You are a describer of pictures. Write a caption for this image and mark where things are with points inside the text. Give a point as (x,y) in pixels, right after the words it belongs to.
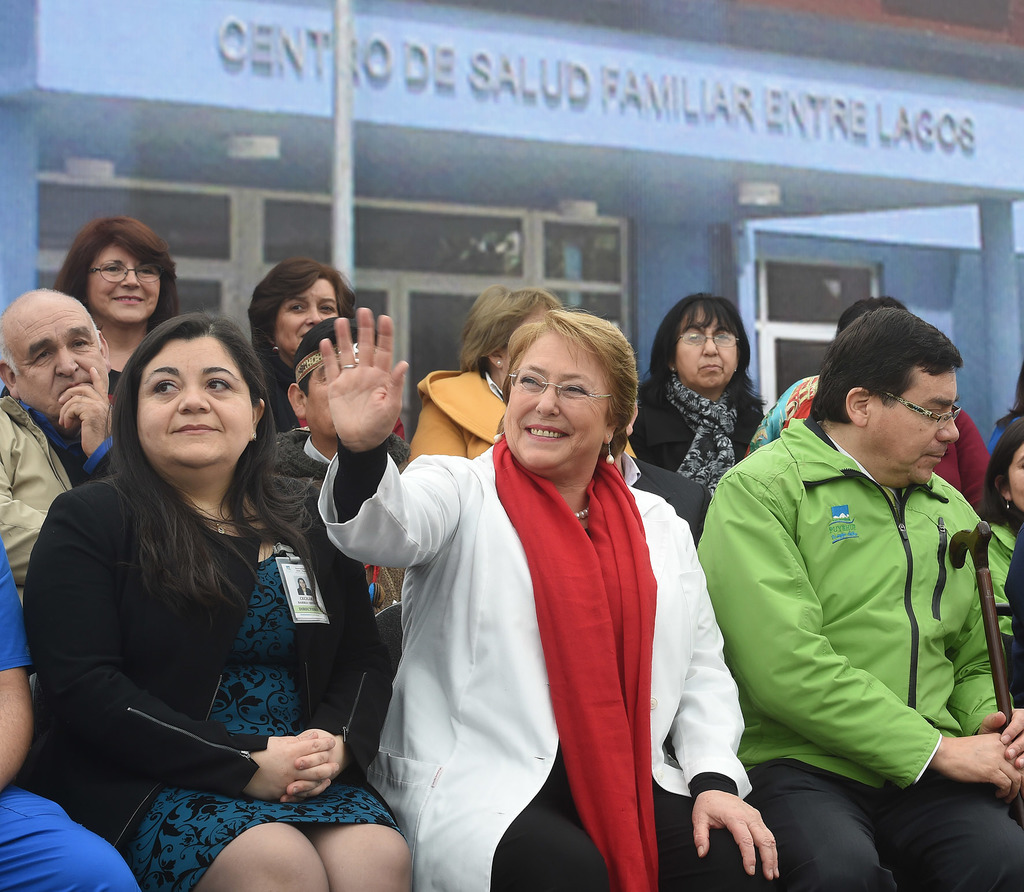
In this image I can see number of people (563,558) are sitting and I can see most of them are wearing jackets (109,825). On the top side of this image (693,87) I can see something is written and on the right side (864,287) I can see a door (861,270).
